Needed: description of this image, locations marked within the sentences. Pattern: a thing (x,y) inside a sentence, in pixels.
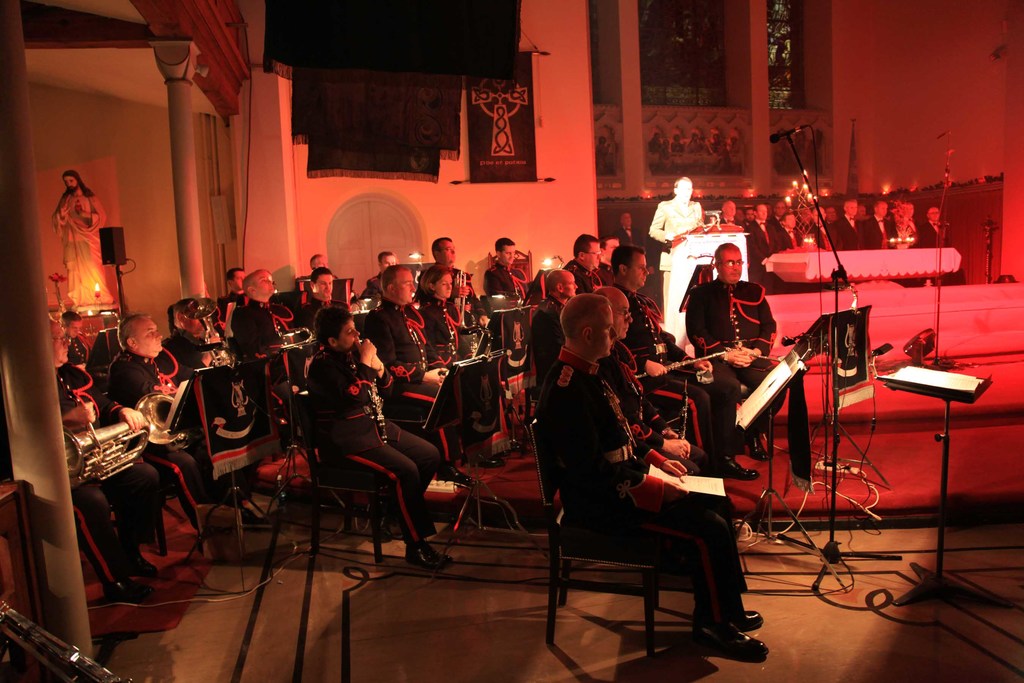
In this picture we can see a group of people (406,518), some people (417,503) are sitting on chairs (543,461), some people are standing, here we can see a podium (671,308), mic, stands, musical instruments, lights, poster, speaker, statue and some objects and in the background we can see a wall (498,230), pillars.
